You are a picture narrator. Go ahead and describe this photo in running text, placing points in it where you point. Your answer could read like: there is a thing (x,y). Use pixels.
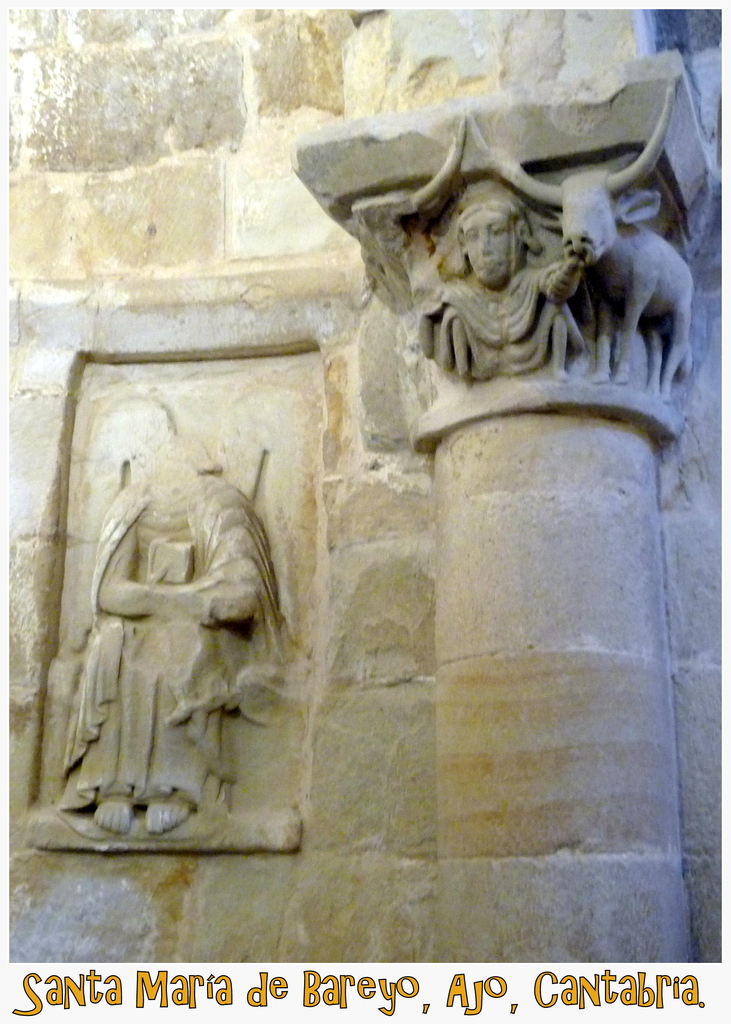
In this picture we can see carved stone (110,715). Bottom of the image (400,1002) there is a watermark (385,1003).
